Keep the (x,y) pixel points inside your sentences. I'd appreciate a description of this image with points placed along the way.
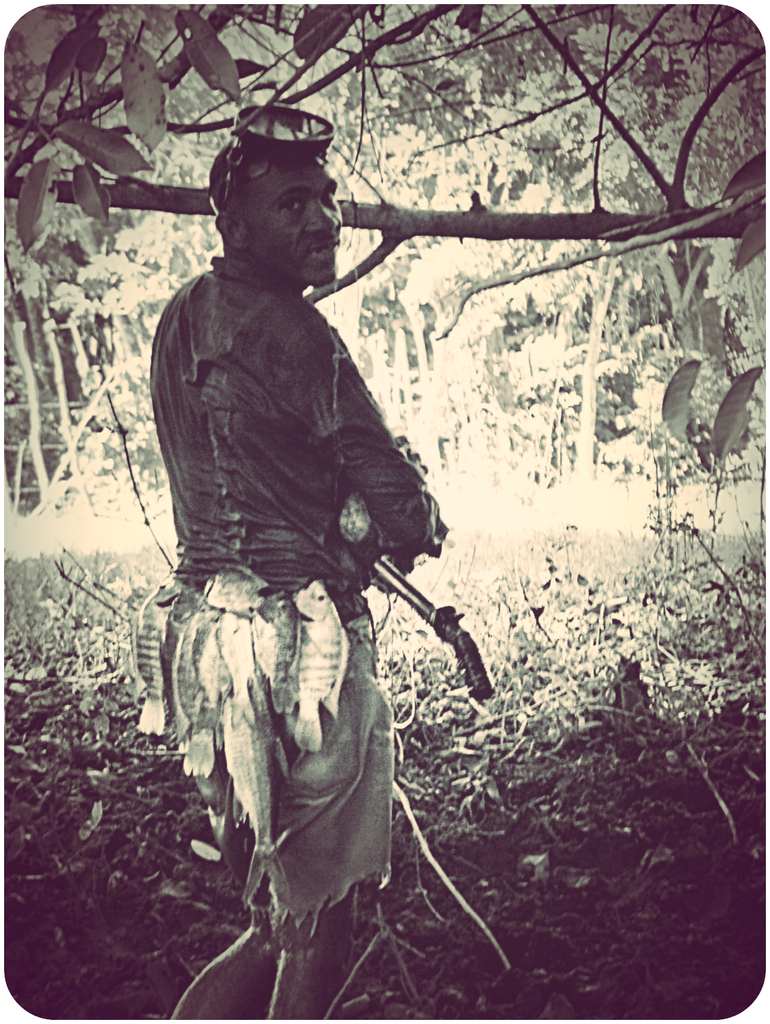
This is a black and white image, in this image there is a man (195,483), in the background (357,85) there are trees (636,226).
